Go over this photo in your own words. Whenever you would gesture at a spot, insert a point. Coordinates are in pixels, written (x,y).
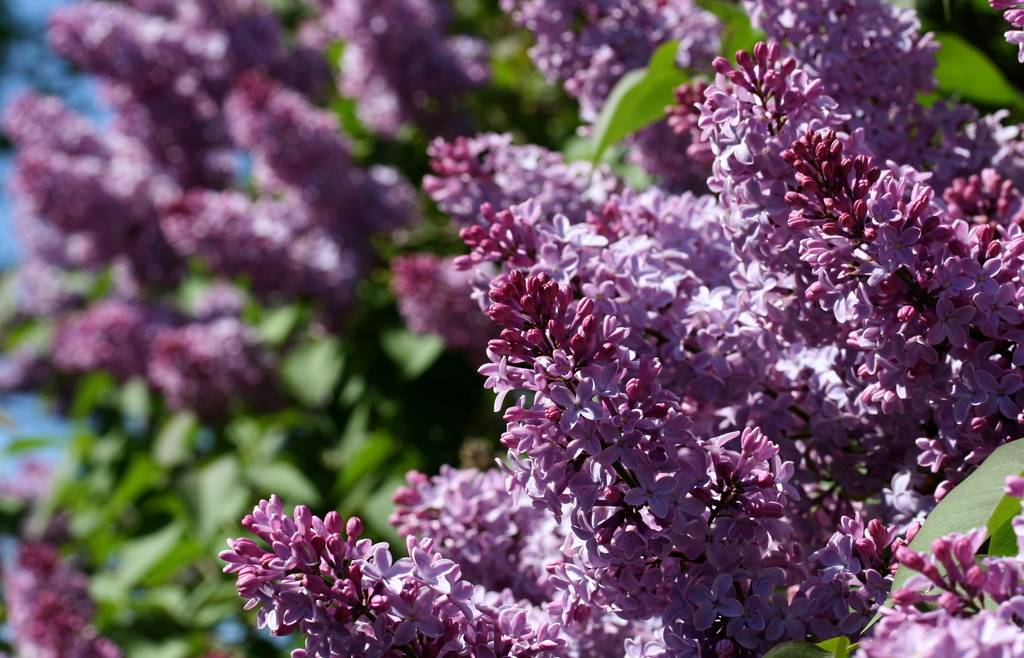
In the picture we can see some plants (384,551) with a group of flowers (680,521) and in the background (153,401) also we can see some plants (228,379) with flowers (73,171) which are not clearly visible.
